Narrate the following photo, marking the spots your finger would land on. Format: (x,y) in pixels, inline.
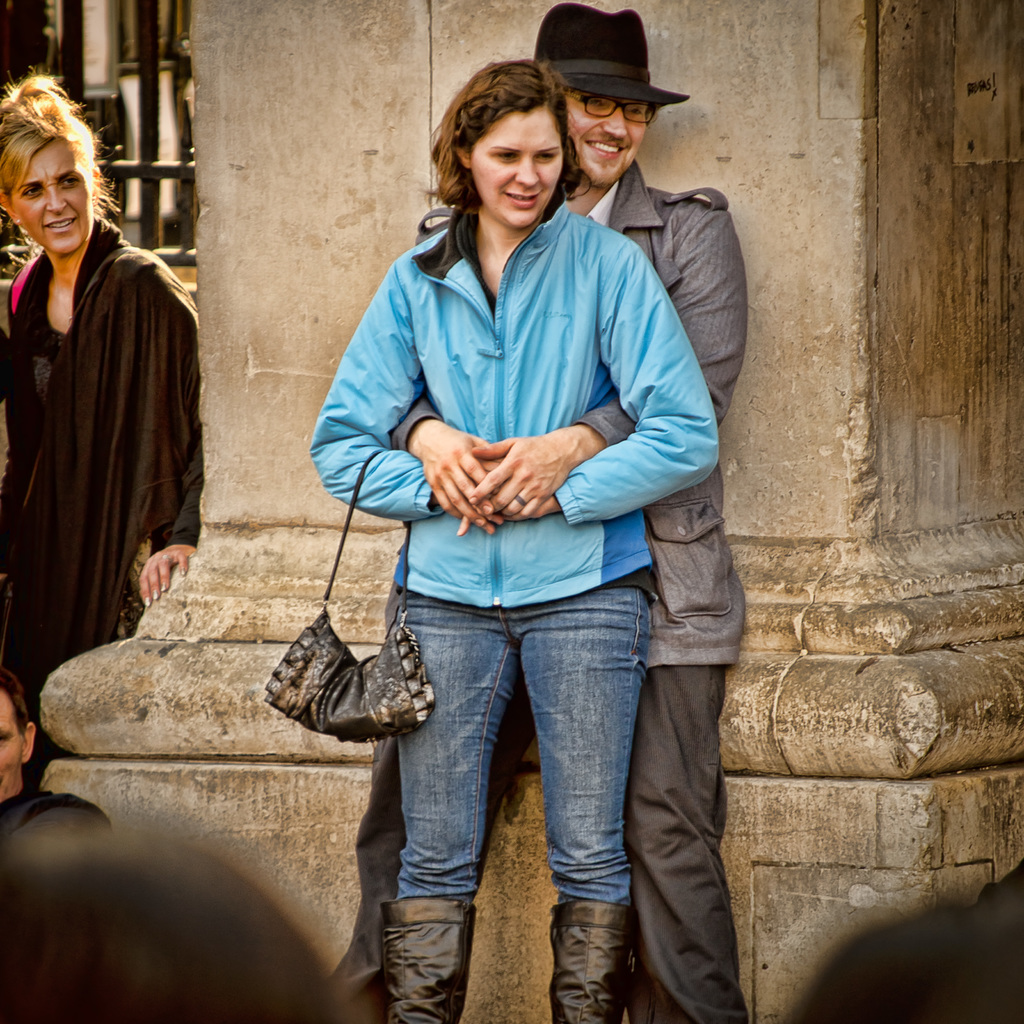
In this image, we can see two persons (593,344) in front of the pillar (763,549). These two persons (653,436) are standing and wearing clothes (566,834). There is an another person (121,508) on the left side of the image (76,538) wearing clothes (60,594).
